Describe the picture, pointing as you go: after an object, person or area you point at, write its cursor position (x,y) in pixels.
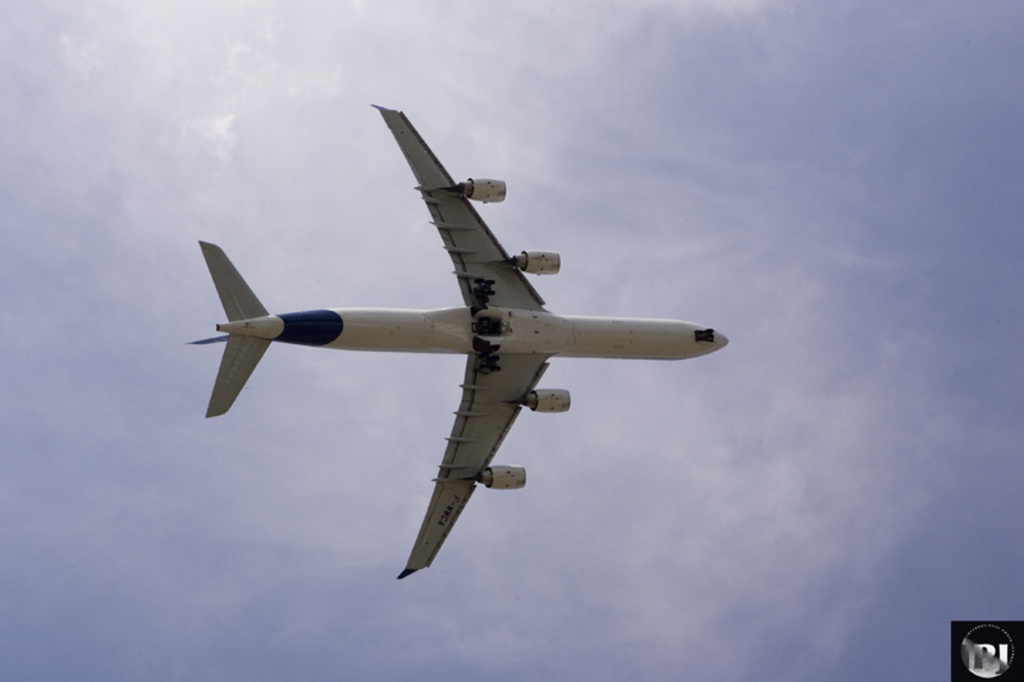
There is an aeroplane (652,345) in the air (690,483). In the background (689,475) there is sky (671,590).
